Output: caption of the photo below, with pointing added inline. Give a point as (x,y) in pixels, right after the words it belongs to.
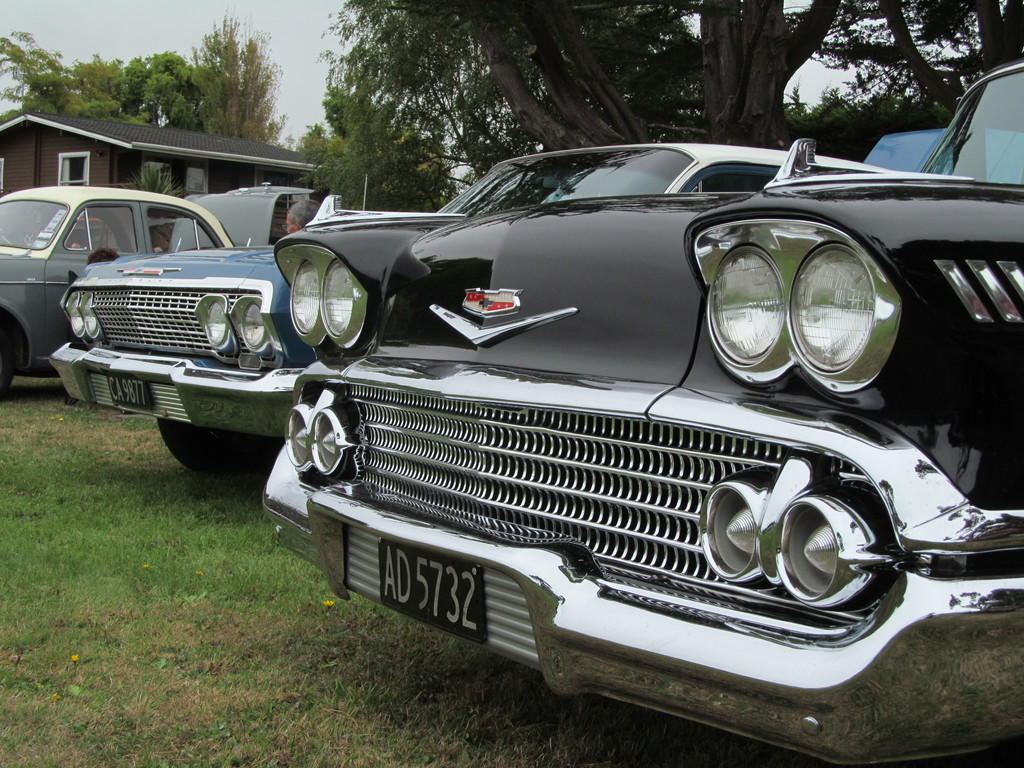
In this image few vehicles (311,487) are on the grassland (307,570). Left side (59,149) there is a house (96,136). Background there are few trees (117,79). Left top there is sky (154,29).
